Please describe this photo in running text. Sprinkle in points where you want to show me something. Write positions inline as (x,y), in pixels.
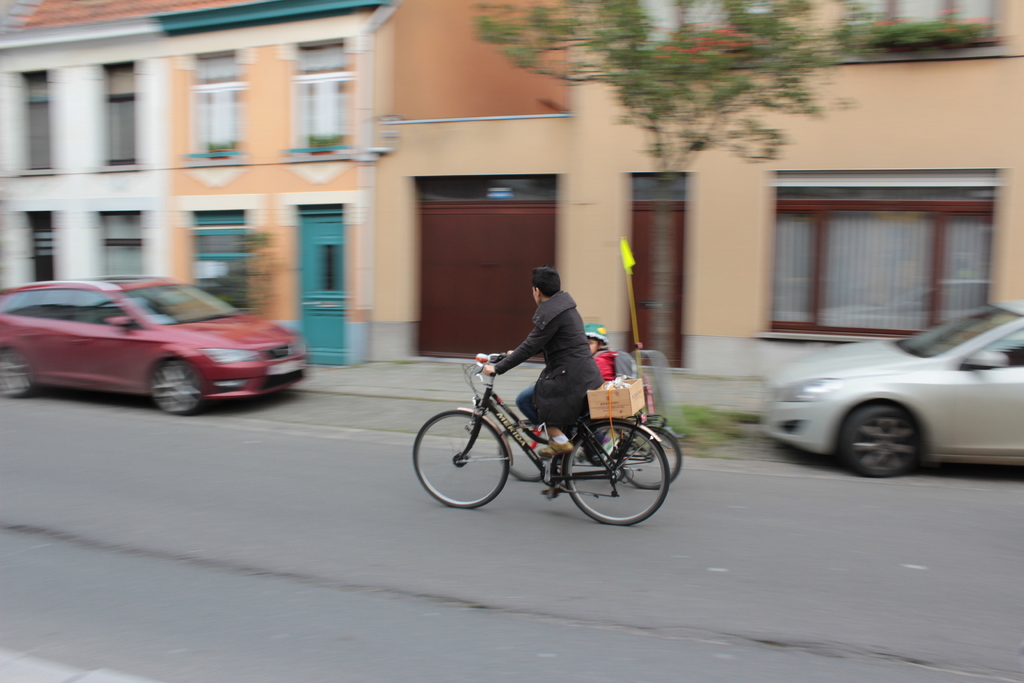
In this image there are two persons (539,346) cycling on the road (492,575). There are cars (53,381). In the background of the image (311,301) there are buildings (843,296), trees (746,31).
